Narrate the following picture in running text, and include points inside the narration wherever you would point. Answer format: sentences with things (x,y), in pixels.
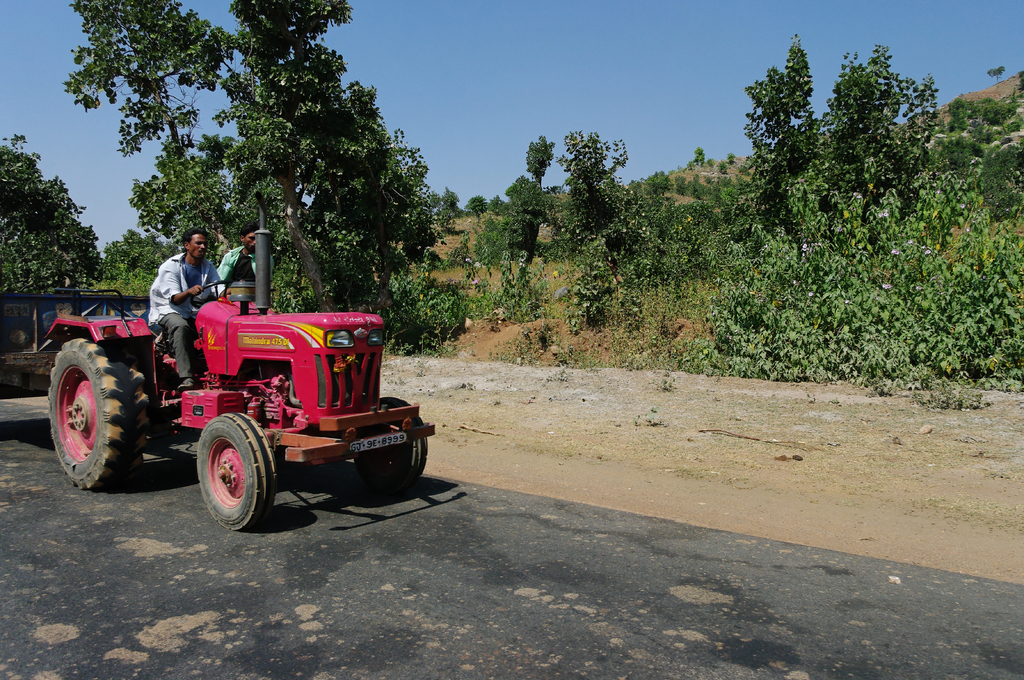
In this image on the left side (333,397) I can see a vehicle (168,359) and on the vehicle (219,401) I can see two persons (202,272) visible on road (531,639), in the middle (610,285) there are trees (628,209), some trees (888,161) visible on the hill (999,111) on the right side (993,168), at the top (568,94) there is the sky (536,89) visible.
